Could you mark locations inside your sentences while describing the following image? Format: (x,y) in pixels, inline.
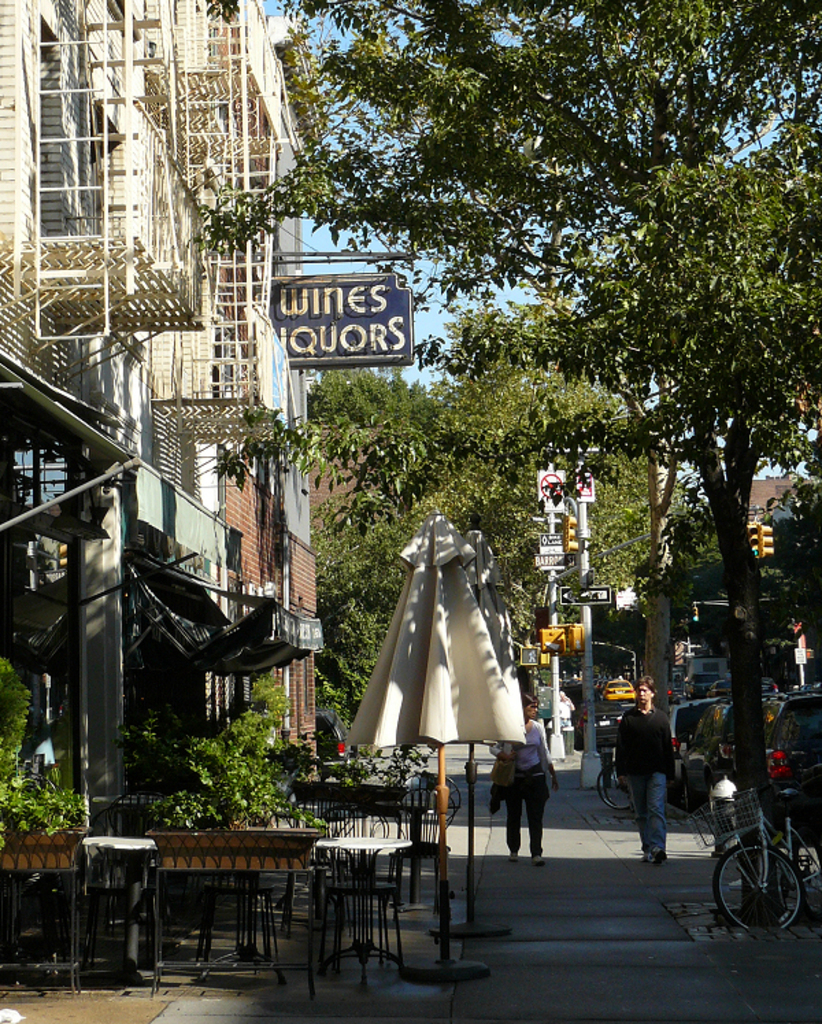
In this image we can see the buildings (150,160), plants (152,763), trees (609,486), sign board poles (592,718), closed umbrellas (518,716), bicycles (743,827) and cars (706,694). We can also see the tables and chairs (389,826). We can see two persons (542,794) walking on the path (648,966).
